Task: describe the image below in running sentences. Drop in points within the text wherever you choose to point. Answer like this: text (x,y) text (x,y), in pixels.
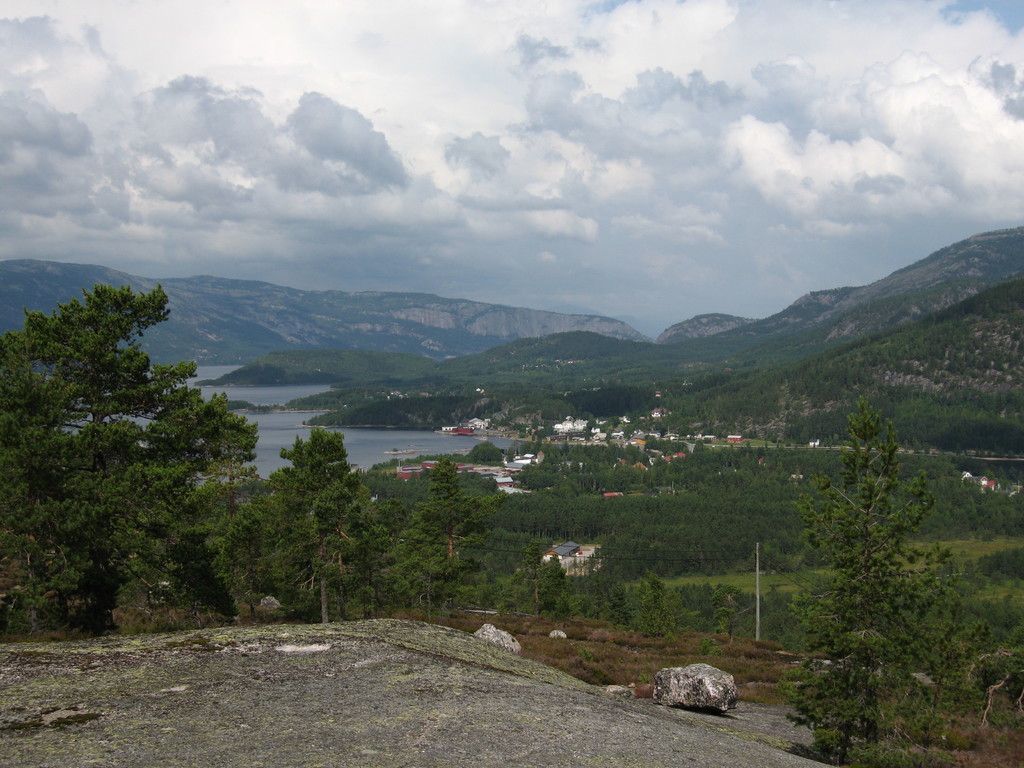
This picture shows few trees (726,610) and few buildings (568,427) and we see hills (564,312) and a cloudy Sky (362,206) and we see a rock (431,658) and water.
